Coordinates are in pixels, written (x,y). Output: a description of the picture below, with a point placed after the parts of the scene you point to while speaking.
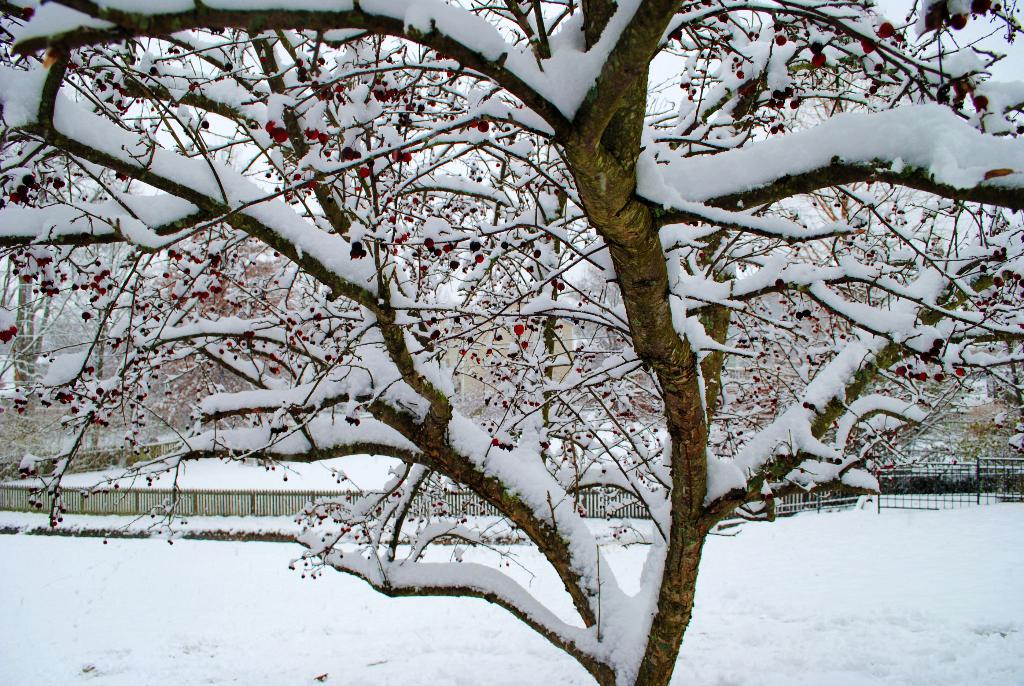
In the middle of the image (544,430) we can see some trees (440,29), on the trees (1003,388) we can see snow (583,77). Behind the trees (426,460) we can see fencing (28,498). At the bottom of the image (79,642) we can see snow (79,642).
